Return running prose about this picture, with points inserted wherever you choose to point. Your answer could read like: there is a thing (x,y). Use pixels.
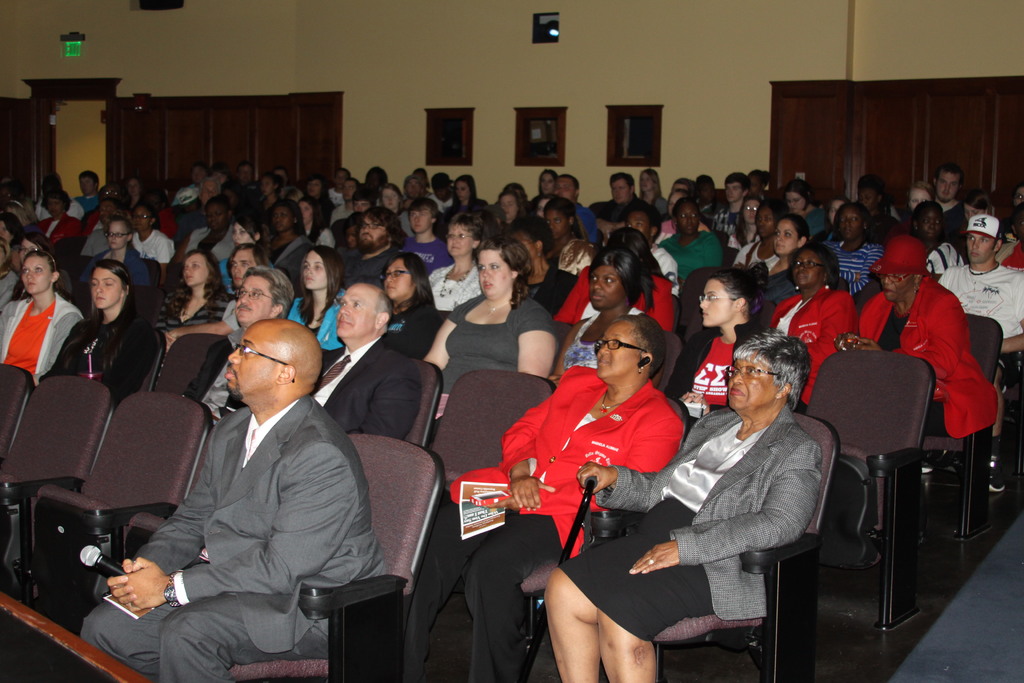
This image is taken inside the hall (256,241). In this image there are so many people (323,309) who are sitting in the chairs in the rows (491,409). In the background (417,59) there is a wall (519,57). Beside the wall (261,118) there is a door (79,119). On the right side (855,117) there are cupboards (904,118) in the background (889,125).
